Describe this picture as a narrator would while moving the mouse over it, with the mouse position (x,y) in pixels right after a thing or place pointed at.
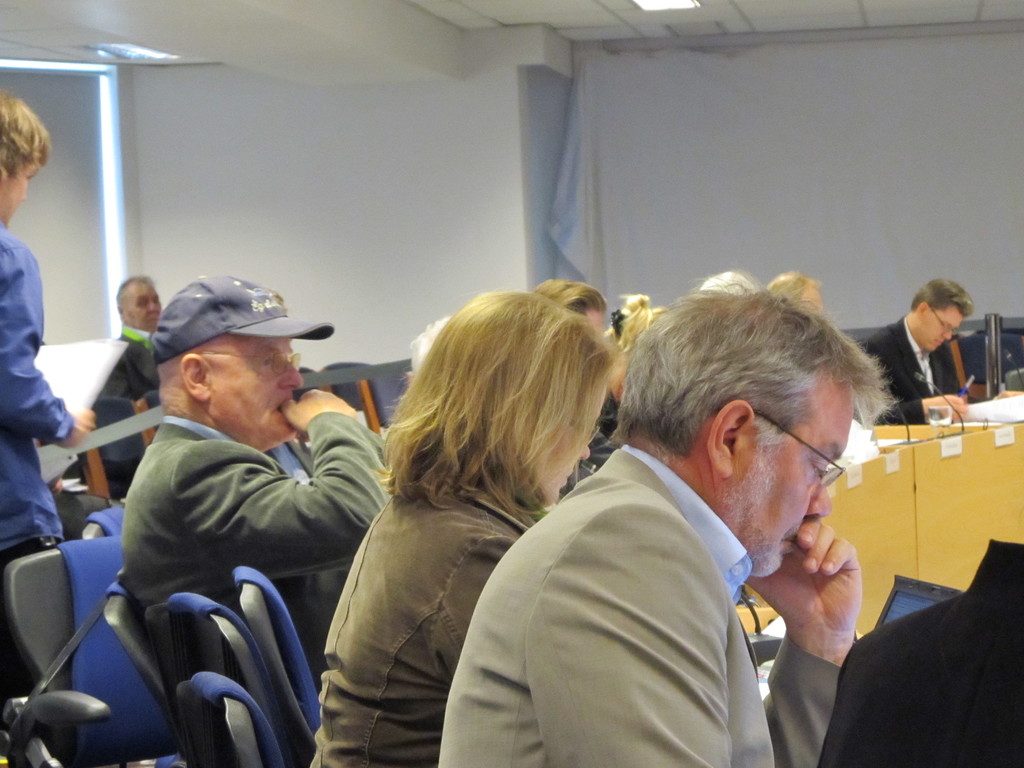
In this image we can see some people (460,466) sitting on the chairs (965,357). On the right side (896,394) we can see a person (951,288) sitting near a table (879,463) containing mike's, pen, flask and some papers (1008,414). On the left side (28,443) we can see a person (33,425) standing holding some papers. On the backside (228,61) we can see a roof (455,49) with some ceiling lights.
